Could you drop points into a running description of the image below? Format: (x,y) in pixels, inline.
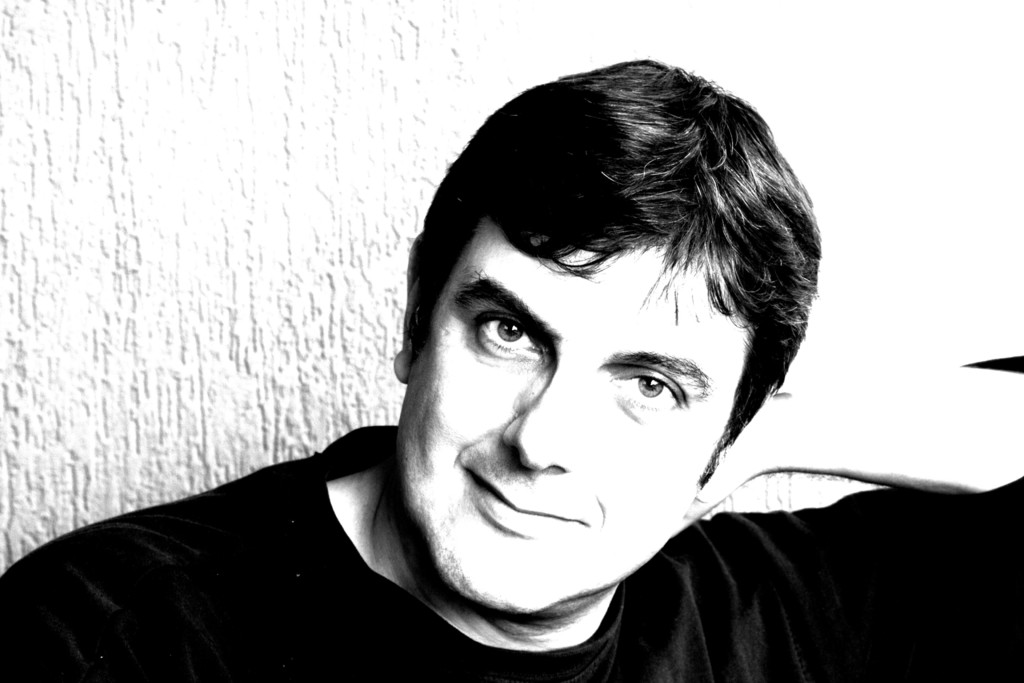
In this image we can see the black and white image of a man (827,419).
